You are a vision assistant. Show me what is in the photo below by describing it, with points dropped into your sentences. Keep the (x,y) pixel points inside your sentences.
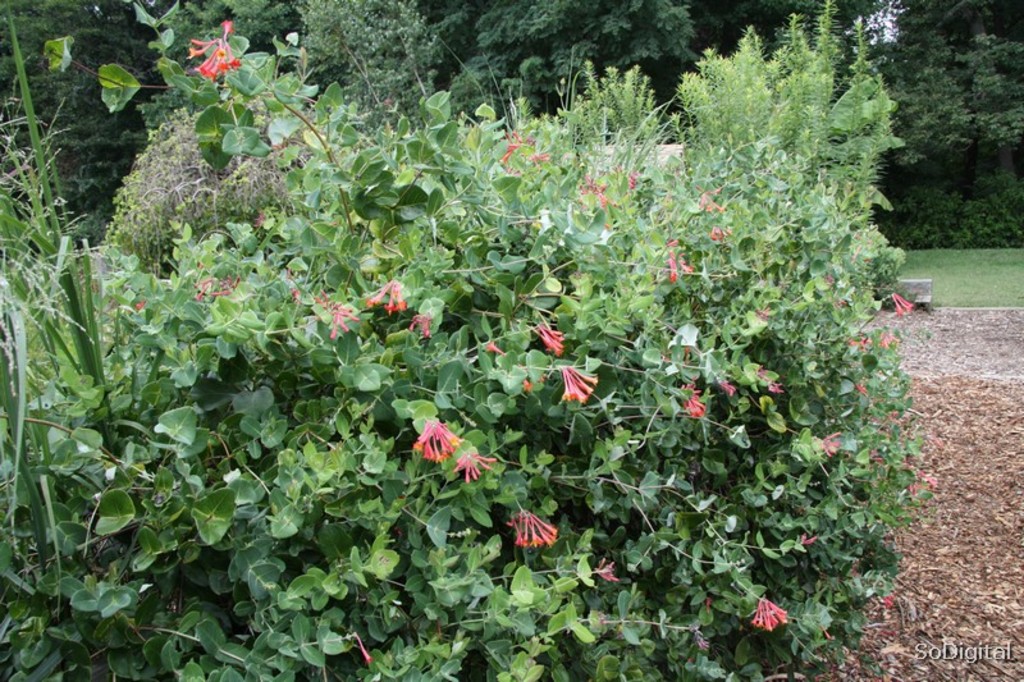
In this image I can see number of trees (488,103) and here I can see a ground (965,335).
